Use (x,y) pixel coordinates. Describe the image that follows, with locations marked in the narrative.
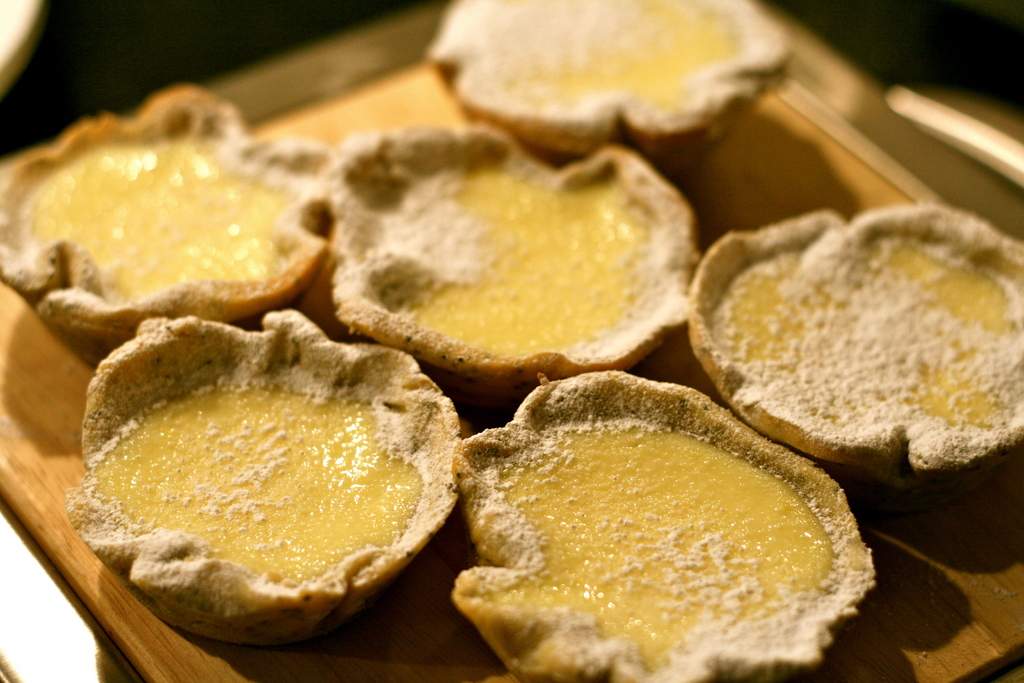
In this picture we can see food items (762,338) on a tray (322,659).
